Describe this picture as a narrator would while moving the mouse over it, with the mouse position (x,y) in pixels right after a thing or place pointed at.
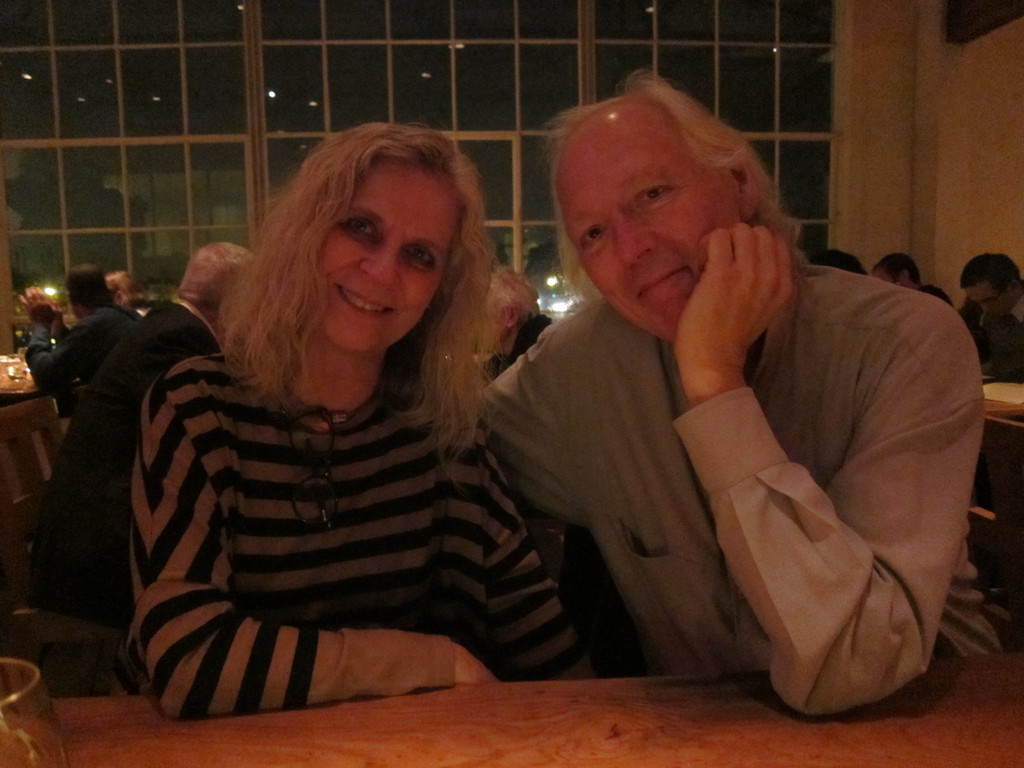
This image is taken indoors. At the bottom of the image (476,730) there is a table (399,733) with a glass (0,682) on it. In the background (945,201) there is a wall (907,125) and there are a few windows (249,113). A few people (165,305) are sitting on the chairs (43,445) and there are a few tables (6,375) with a few things (10,360) on them. In the middle of the image (475,441) a man (525,489) and a woman (358,514) are sitting on the chairs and they are with smiling faces (352,269).
